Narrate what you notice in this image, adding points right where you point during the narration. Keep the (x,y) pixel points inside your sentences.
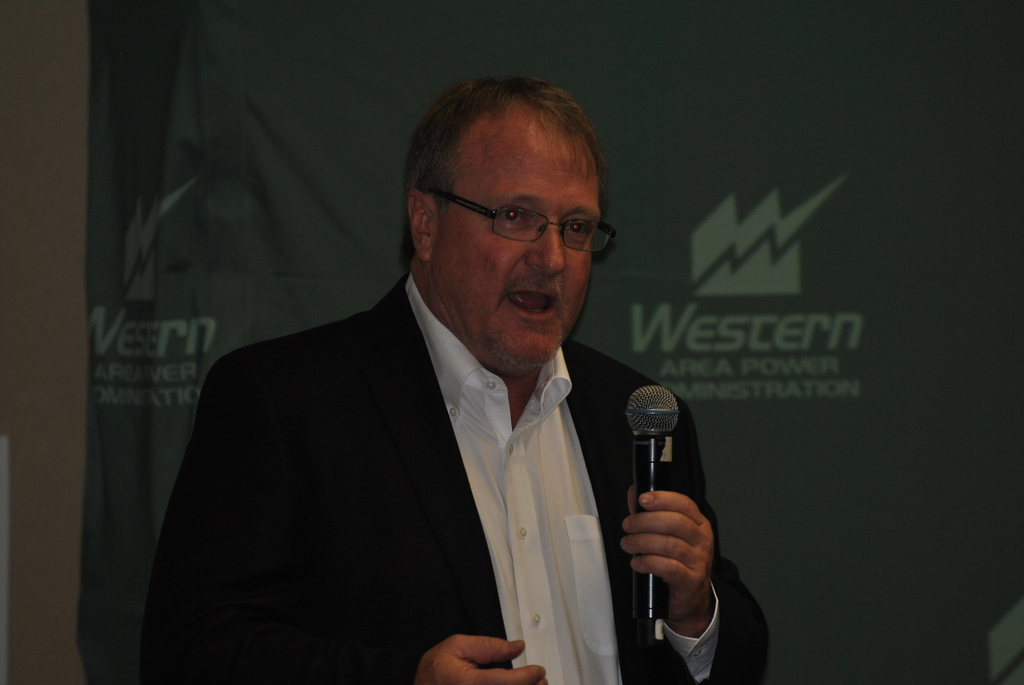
In this image I can see a man (598,217). I can also see he is wearing a specs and holding a mic (663,607).
